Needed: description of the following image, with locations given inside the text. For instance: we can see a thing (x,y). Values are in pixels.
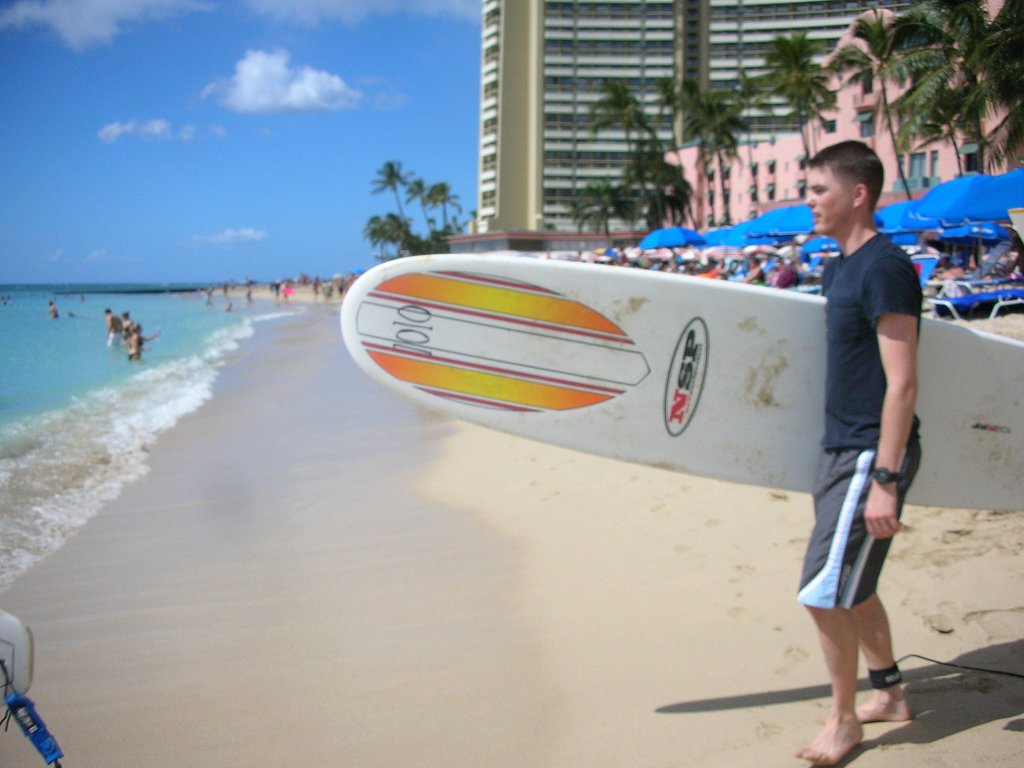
This picture is taken on the beach (419,489) where a man (877,358) is standing at the right side (728,374) holding a white colour surf board (711,387). In the background (717,235) there are blue colour tents (734,225), and some people (129,334) are enjoying in the water (174,326), there are some trees (620,104), building (567,56), sky (410,217) with clouds (282,88).
